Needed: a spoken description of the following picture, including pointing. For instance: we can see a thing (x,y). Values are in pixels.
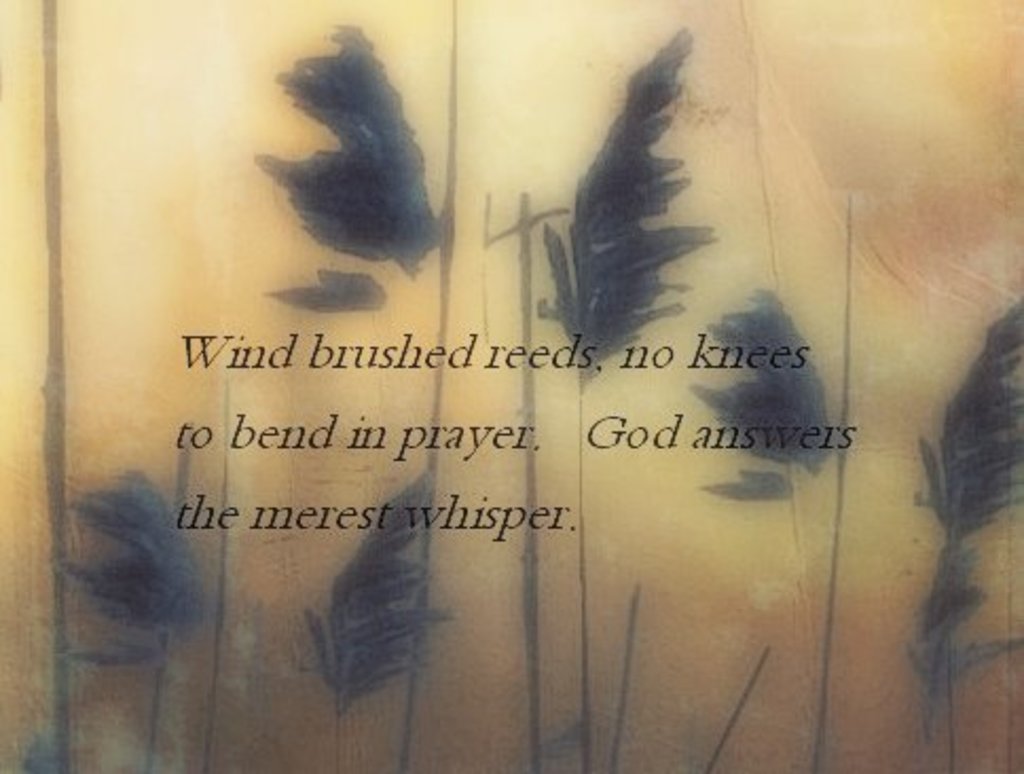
This is a zoomed in picture. In the center (514,487) there is an object (84,498) seems to be the paper (902,540) on which we can see the picture (390,164) of some leaves (172,623) and the text (659,353) is printed on the paper (496,437).
